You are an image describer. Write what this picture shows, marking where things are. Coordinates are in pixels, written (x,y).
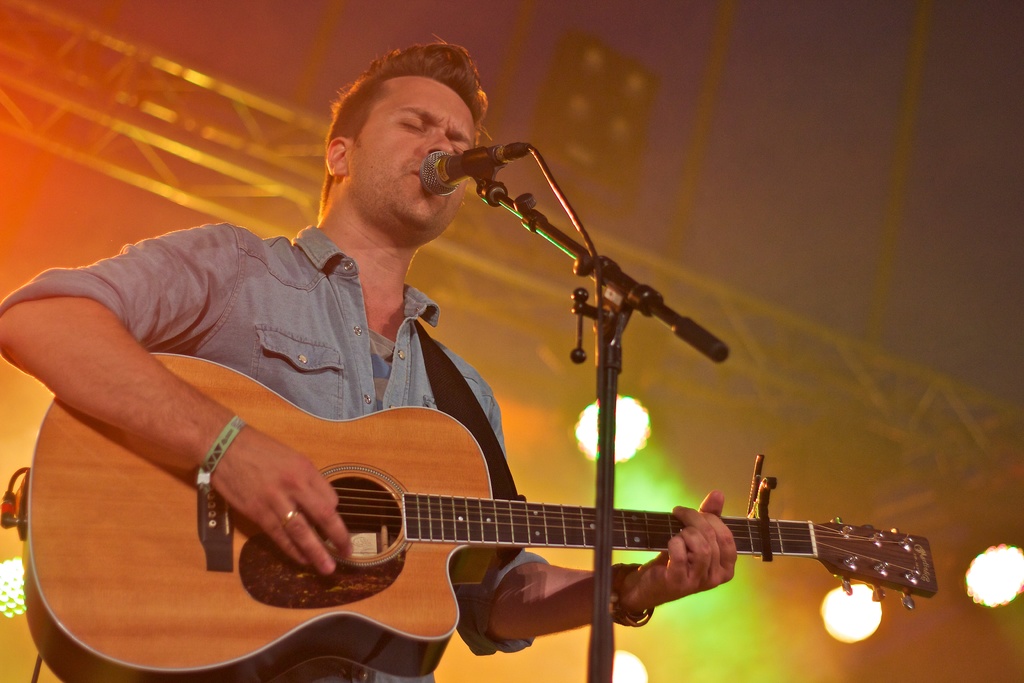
A man (404,103) is singing with a mic (481,166) in front of him while playing guitar (566,541) in a concert.
